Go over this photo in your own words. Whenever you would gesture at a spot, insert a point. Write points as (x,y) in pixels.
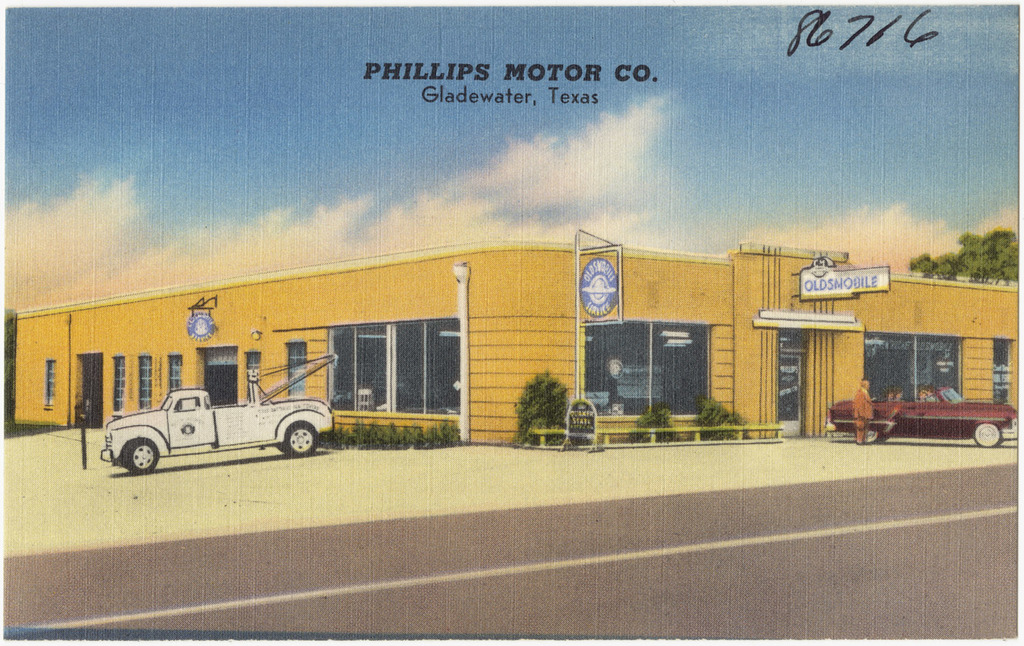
In the image there is a portrait of a building (555,326) and in front of the building (164,365) there is a truck (206,420) and a car (873,423) and also few plants (395,433).
